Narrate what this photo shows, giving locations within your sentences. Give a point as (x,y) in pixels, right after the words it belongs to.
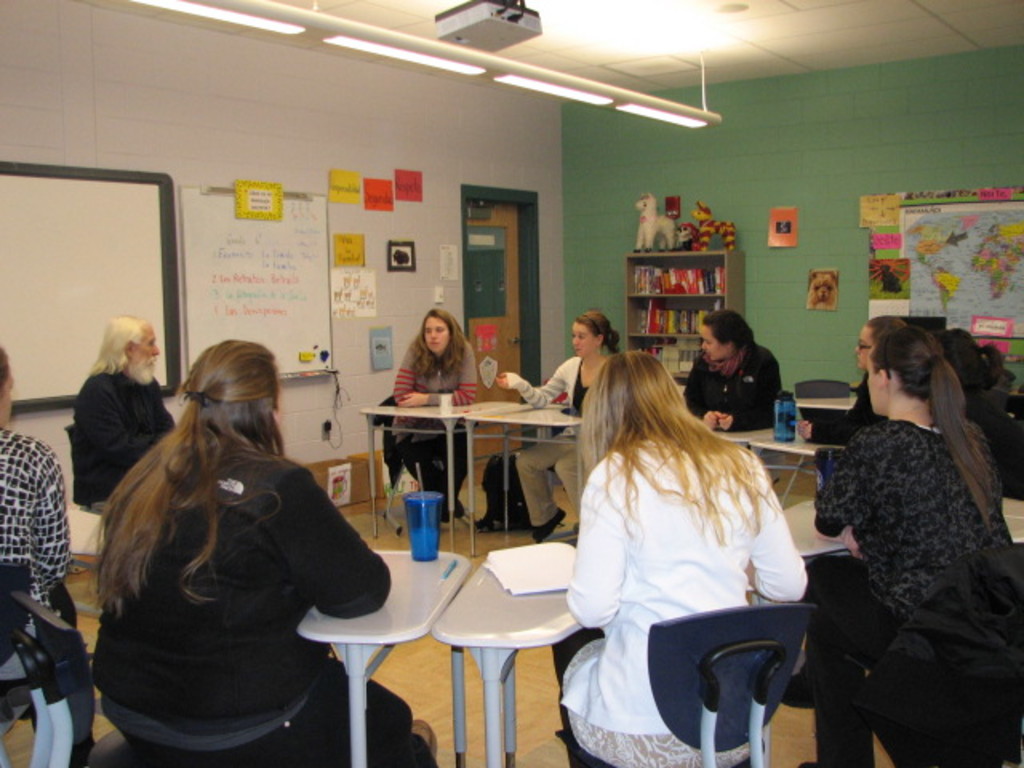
There is a group of people (646,444). They are sitting on a chairs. There is a table (529,607). There is a glass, paper (542,559) on a table (528,628). We can see the background is whiteboard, lights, projector (490,12).
